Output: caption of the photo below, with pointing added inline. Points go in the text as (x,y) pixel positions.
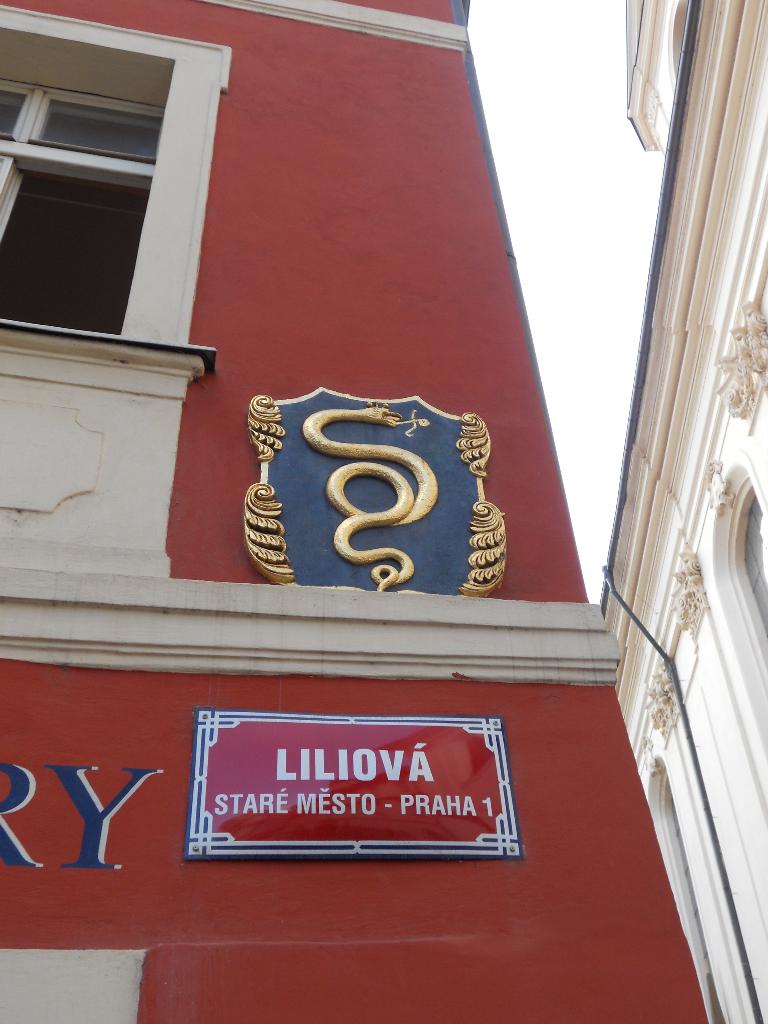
There is an orange color building (277,367) and a snake sculpture (350,476) is carved on the building (427,352), on the left side (101,241) there is a window (96,135) and to the right side of the building (572,707) there is another building (668,612).
